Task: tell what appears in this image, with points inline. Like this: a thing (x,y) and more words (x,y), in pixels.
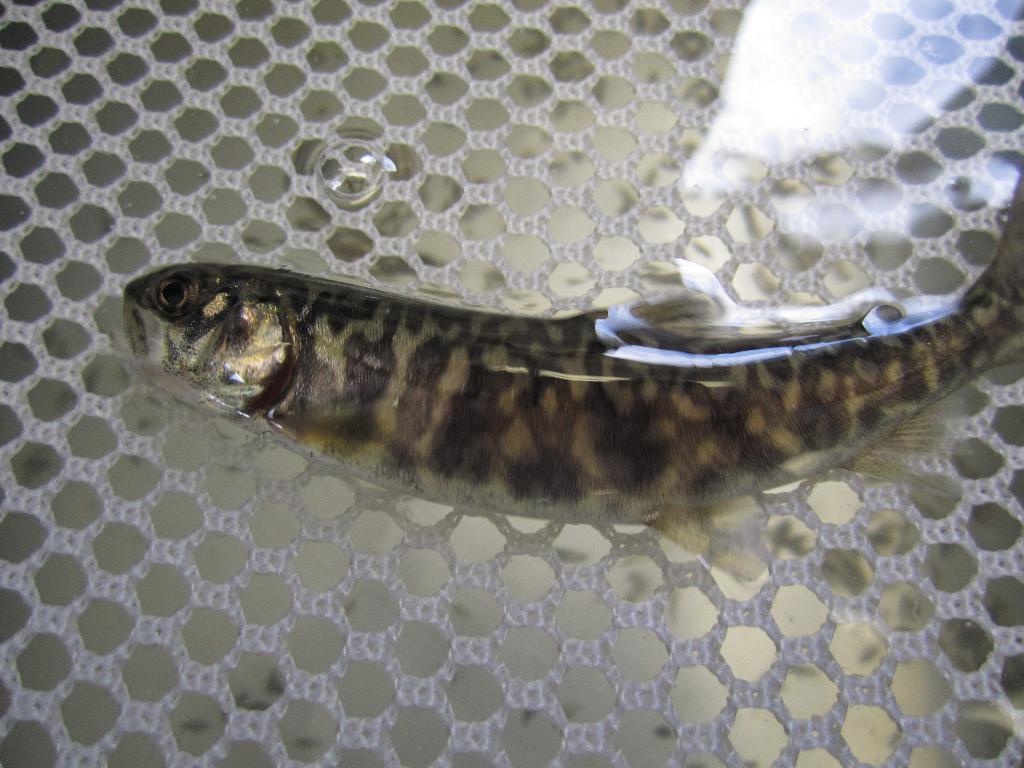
In this image we can see a fish (489,413) in the water (394,506).
